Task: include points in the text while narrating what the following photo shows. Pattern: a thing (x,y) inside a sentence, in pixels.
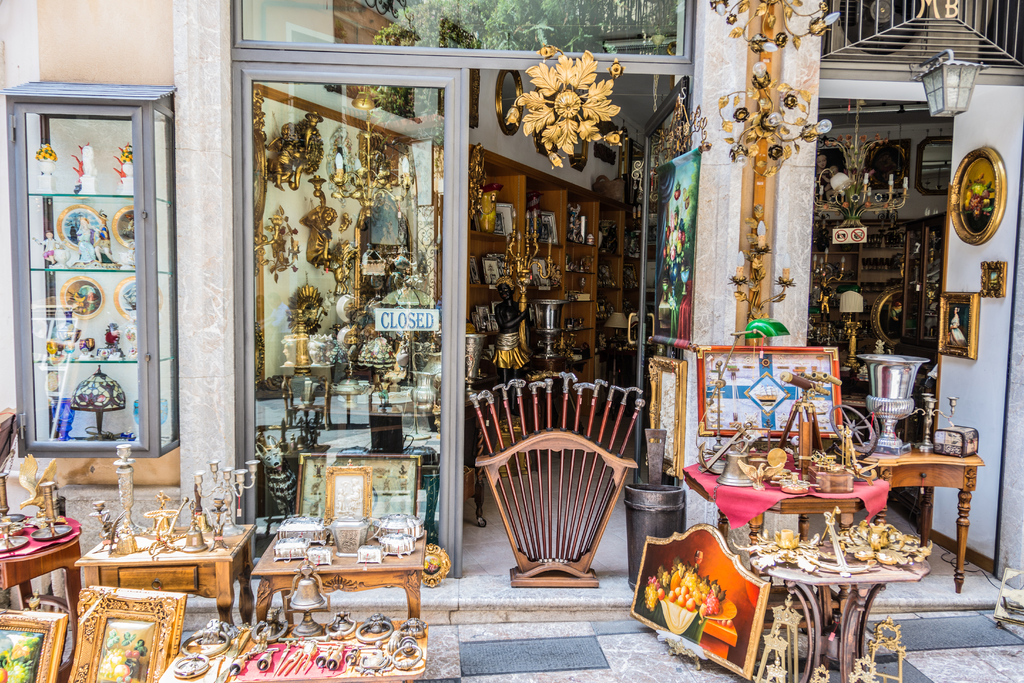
In this image I can see the floor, few tables (135,572) with few objects (46,470) on them, few photo frames (34,657), few glass cupboards (64,355) with few objects (92,171) in them, few racks (562,297) with few objects (503,256) in them, the glass door (434,284), few support sticks (508,402) and a lamp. On the glass (540,30) I can see the reflection (506,38) of few trees (526,44).
